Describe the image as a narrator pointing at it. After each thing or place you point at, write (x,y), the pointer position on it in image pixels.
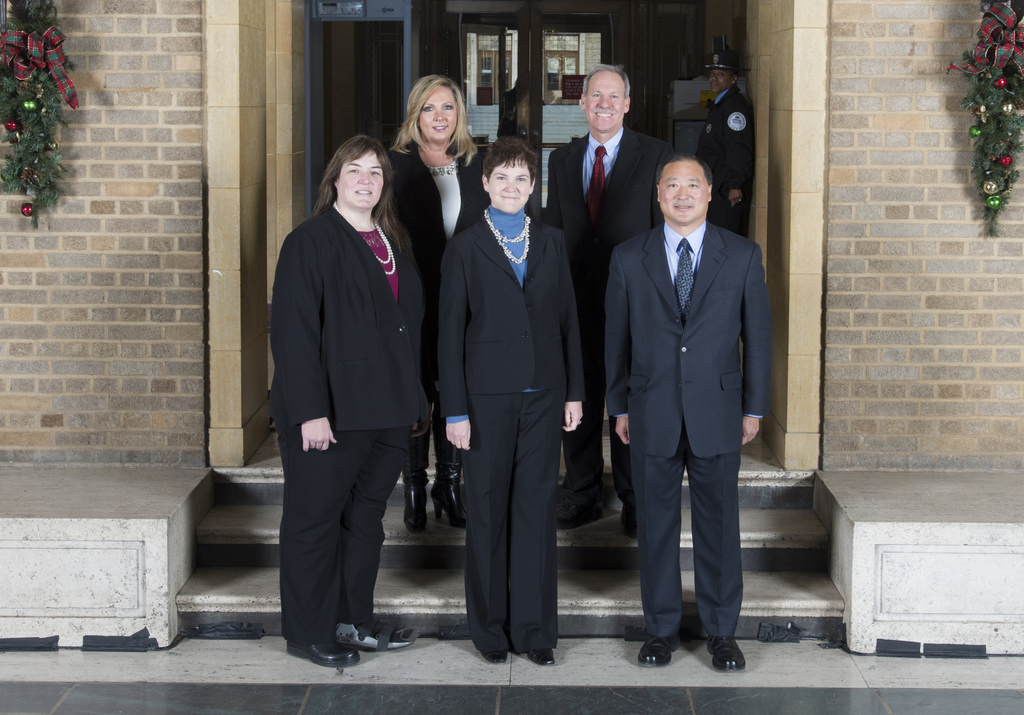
In the center of the image (415,323) there are people (613,469) standing wearing suits (715,299). There is wall (268,140). There is a door (376,77). At the bottom of the image (464,693) there is floor (14,674). There are decoration items (36,28) on the both sides of the image.
